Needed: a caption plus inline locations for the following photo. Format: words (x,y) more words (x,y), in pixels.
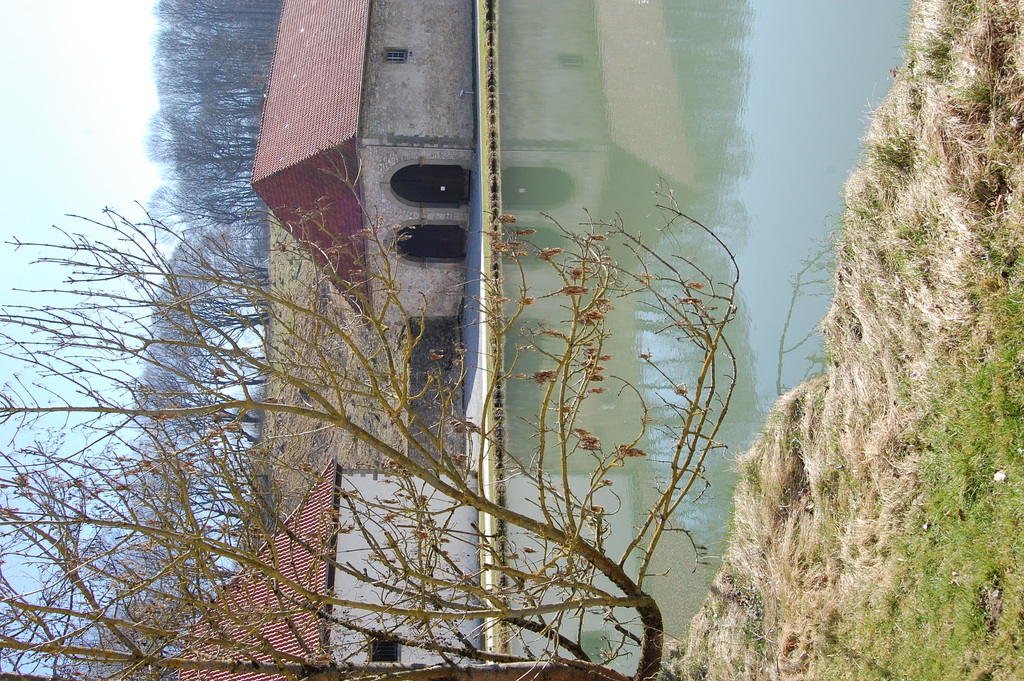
In this picture we can see grass (848,390), water (739,312), houses (357,230) and trees (233,104). In the background of the image (90,199) we can see the sky (109,97).
